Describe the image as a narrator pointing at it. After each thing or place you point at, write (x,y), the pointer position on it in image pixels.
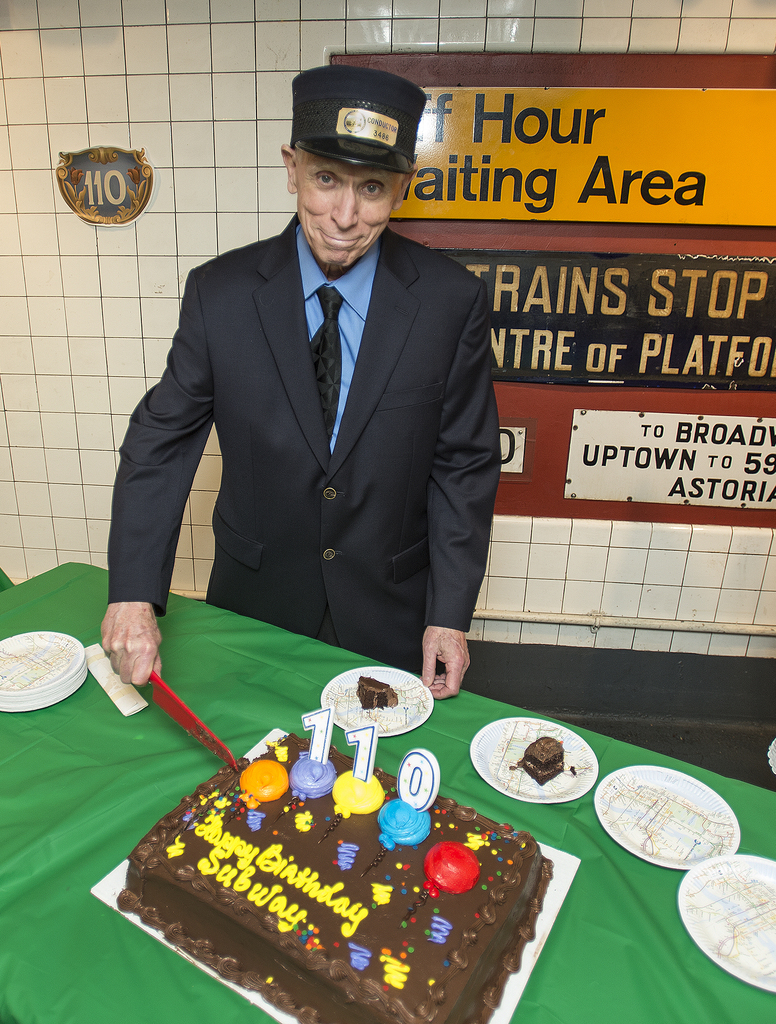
In this image there is a person (459,529) wearing a suit (259,542), tie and cap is before a table (32,837) is cutting a cake (291,762) with knife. There are few plates (757,939) on table (620,888). On background (746,42) there is a wall (66,427) having some name board (588,371).
